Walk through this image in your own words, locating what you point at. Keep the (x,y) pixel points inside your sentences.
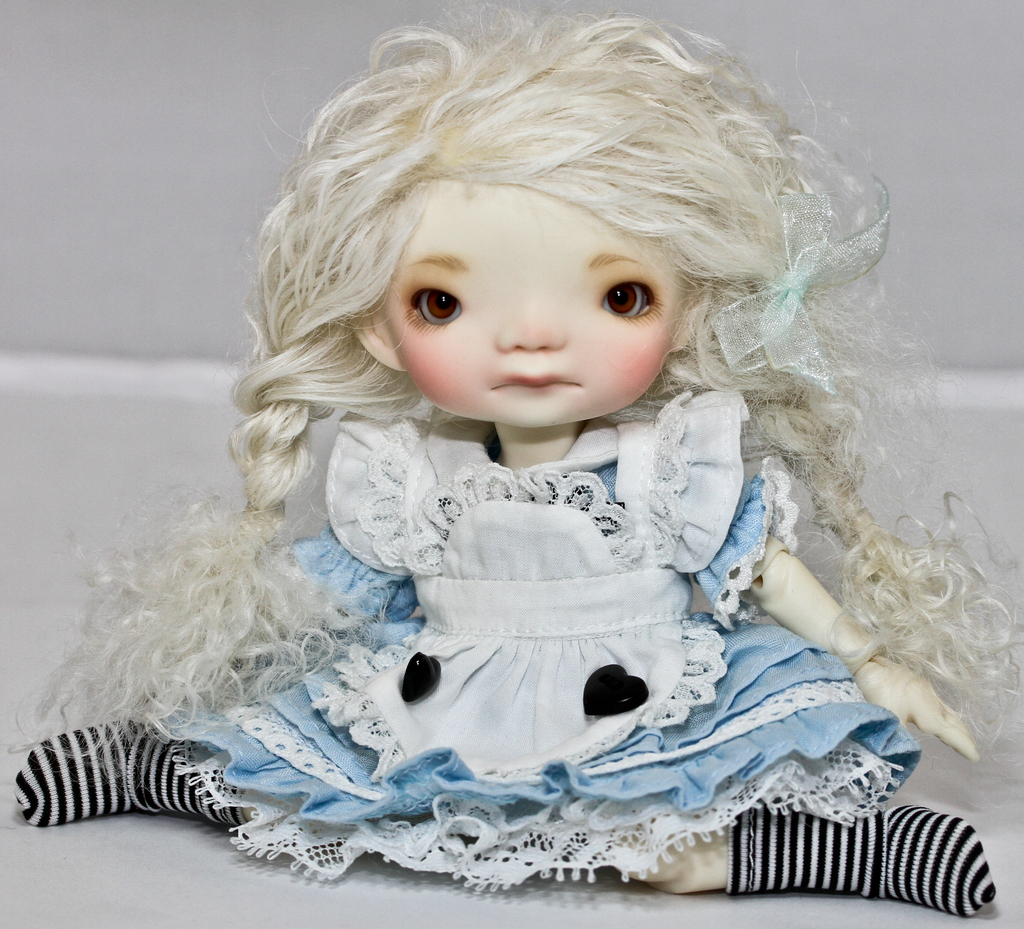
In the middle of the image (402,401) on the white floor (931,424) there is a doll (531,422) with hair (666,135), white and blue color frock (543,616) and there are black and white lines socks (909,832) to it. There is a white background (1003,405).
